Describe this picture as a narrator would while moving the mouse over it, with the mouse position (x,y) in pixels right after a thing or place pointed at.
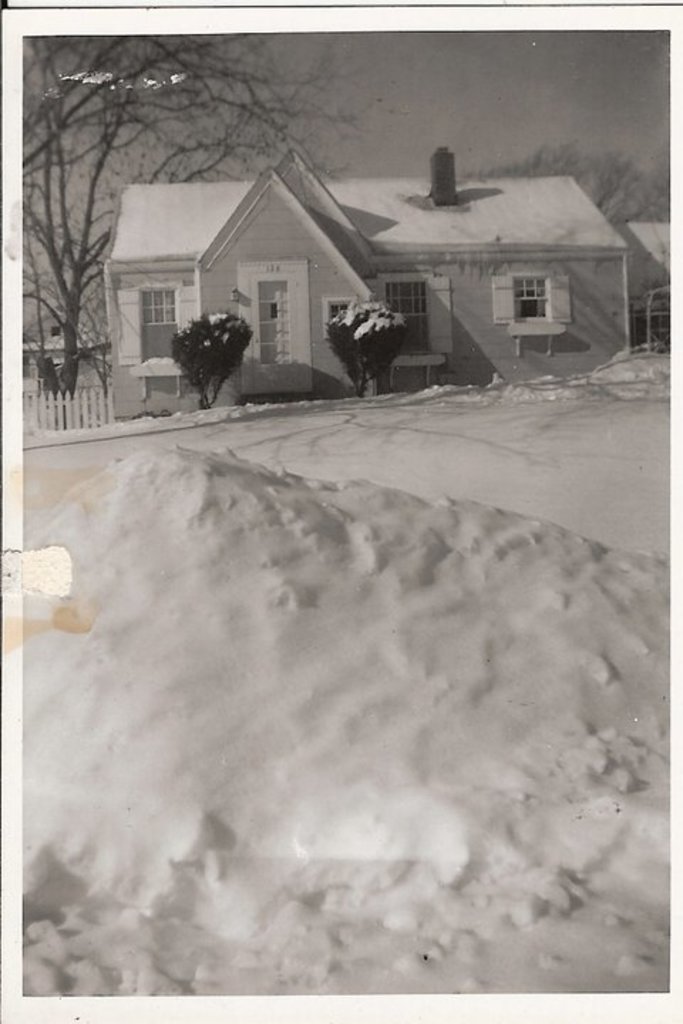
Black and white picture. House (184,382) with windows (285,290). There are plants (377,318) and trees (87,135). Land (319,423) is covered with snow (355,670).
